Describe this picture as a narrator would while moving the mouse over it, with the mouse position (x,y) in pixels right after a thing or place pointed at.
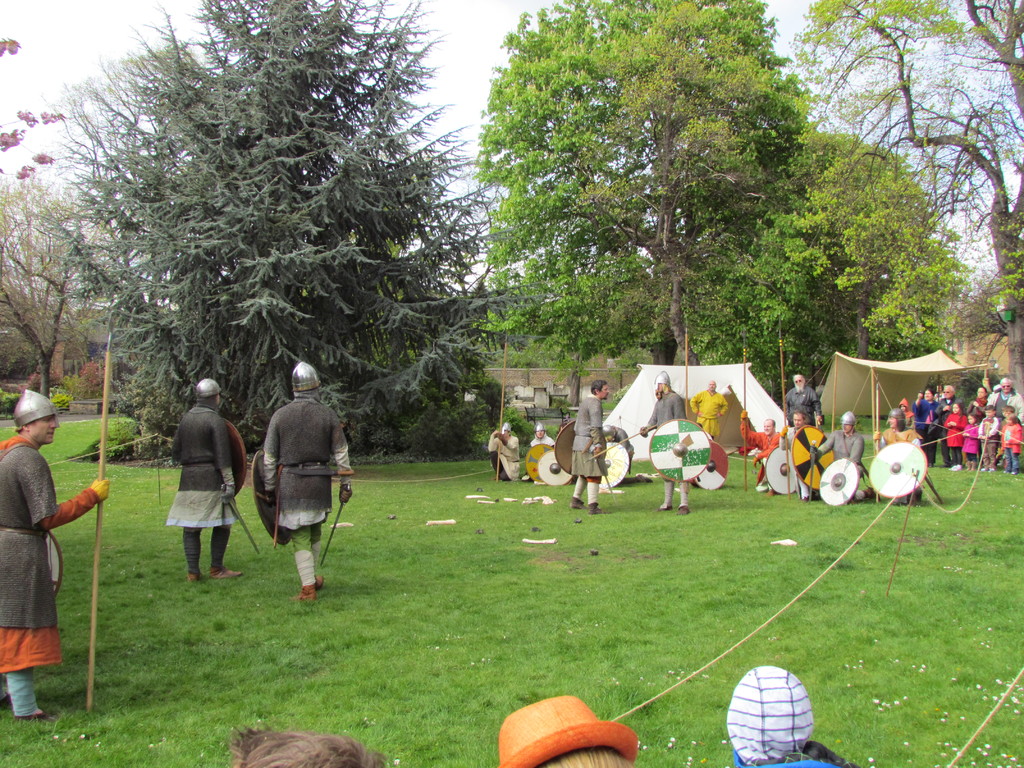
In this image, we can see people (189,462) are on the grass (505,644). Few people (207,454) are holding some objects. In the background (513,399), we can see plants (496,390), trees (817,356), wall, tents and sky (362,16).
